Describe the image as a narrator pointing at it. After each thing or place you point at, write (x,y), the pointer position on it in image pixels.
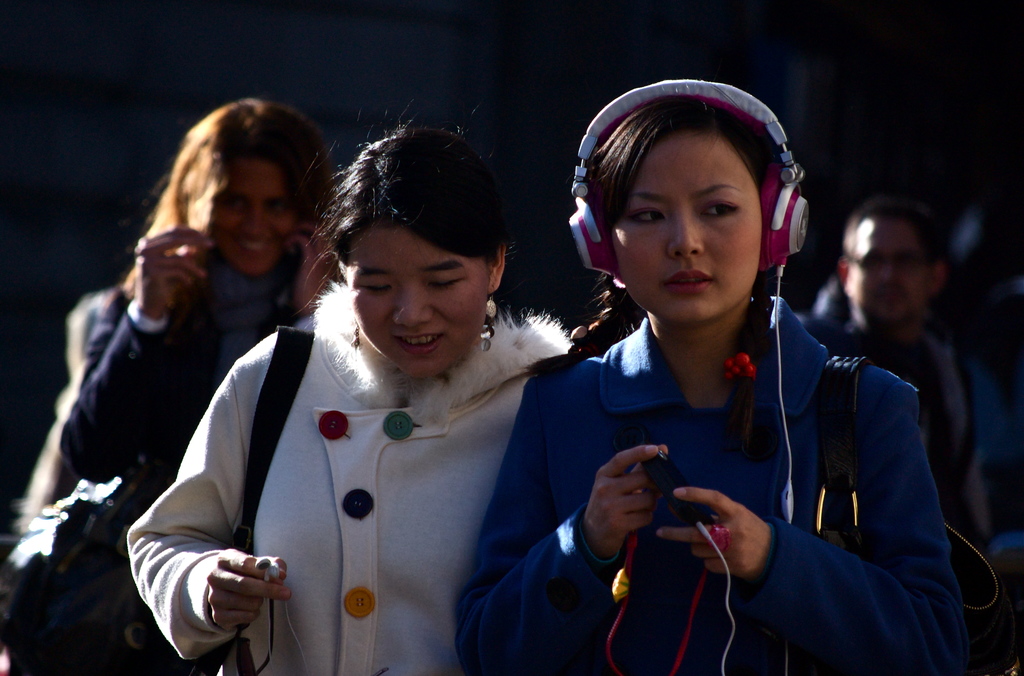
In the image in the center (455,338) we can see three persons (472,421) were standing and holding some objects (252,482). And two of them were smiling, which we can see on their faces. And the right side woman (761,408) is wearing headphones (798,186). In the background (876,299) there is a person (880,311) standing.
